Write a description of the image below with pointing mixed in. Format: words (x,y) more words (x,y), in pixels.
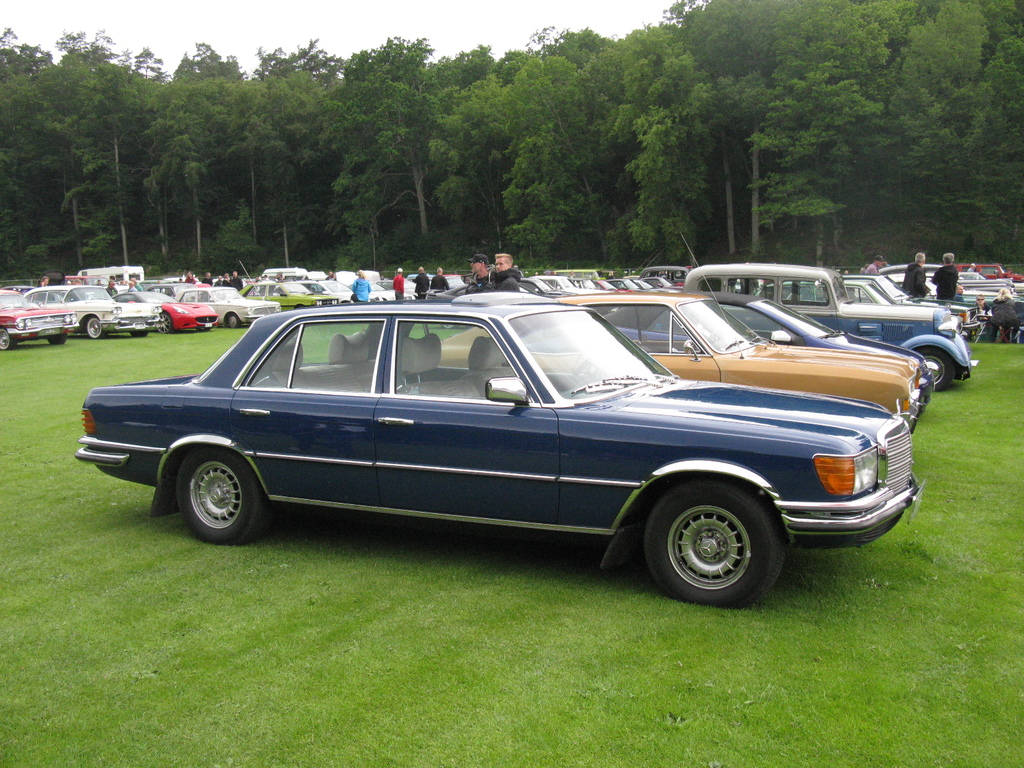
In this image, there are cars (790,310) and groups of people (481,279) standing on the grass (355,536). On the right side of the image (1003,297), I can see few people (1005,318) sitting. In the background (468,135) there are trees (408,137) and the sky (281,43).
